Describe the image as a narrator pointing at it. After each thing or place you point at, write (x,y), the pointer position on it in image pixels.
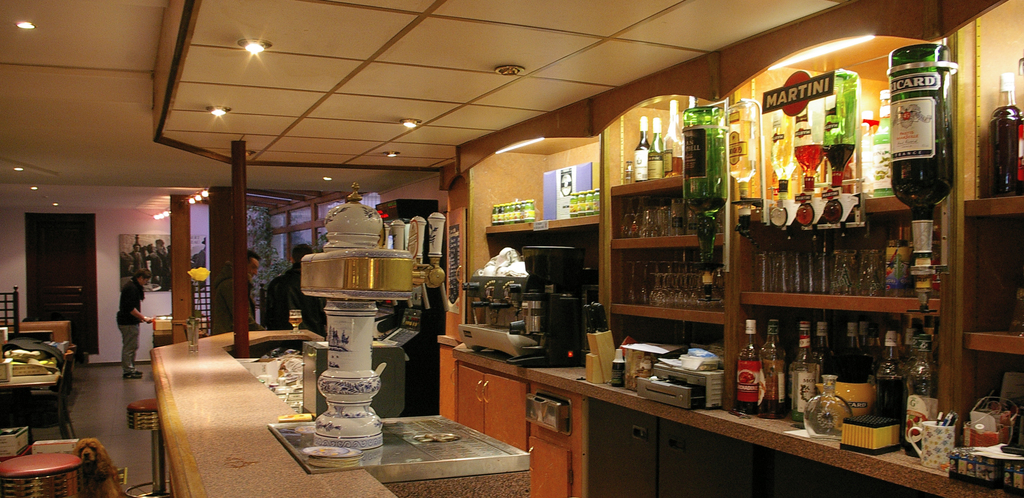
On the left side (45,478), there are furniture (72,494) on the floor (110,396) on which, there is a person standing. On the right side (739,387), there are bottles (821,354) and other objects (800,271) arranged on the shelves (792,343). There are glasses (189,326) on the table (179,347), there are lights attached to the roof (398,112). In the background (96,239), there is a door (71,239), there are lights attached to the roof (66,18), there is a photo frame (160,241) on the white wall (167,227) and there are other objects (357,318).
